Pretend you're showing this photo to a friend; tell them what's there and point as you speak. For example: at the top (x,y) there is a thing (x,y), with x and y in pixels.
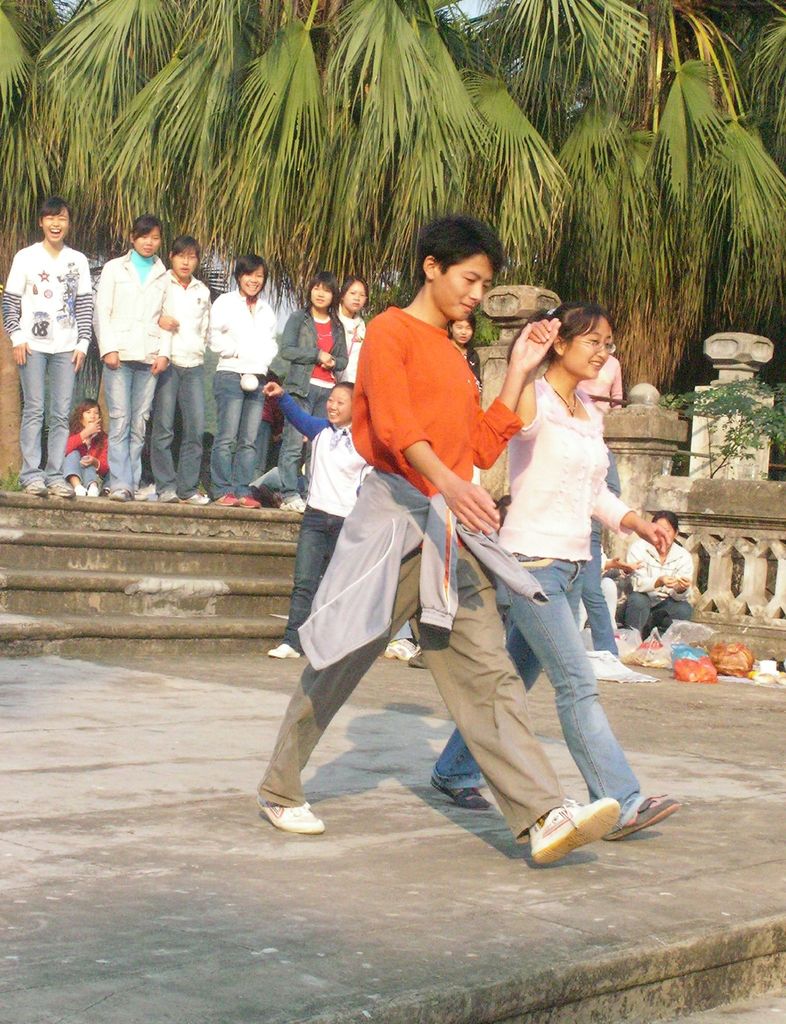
In this image there are a few people (440,614) walking, behind them there are a few people (273,358) standing with a smile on their face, few are sitting in front of them there are few bags (662,648), there are stairs (22,518) and a wall (760,489). In the background (430,97) there are trees (534,97).
